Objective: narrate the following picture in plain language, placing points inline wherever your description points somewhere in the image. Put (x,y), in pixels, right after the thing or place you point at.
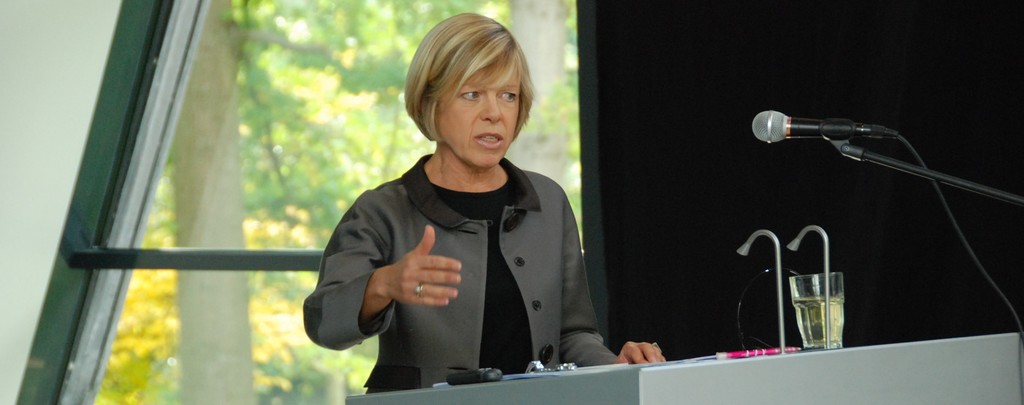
In this picture I can observe a woman (452,246) standing in front of a podium (716,366). There is a glass (808,303) and a mic (759,114) on the podium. The woman (456,321) is wearing a coat (398,318). In the background (321,132) I can observe trees (289,116).
